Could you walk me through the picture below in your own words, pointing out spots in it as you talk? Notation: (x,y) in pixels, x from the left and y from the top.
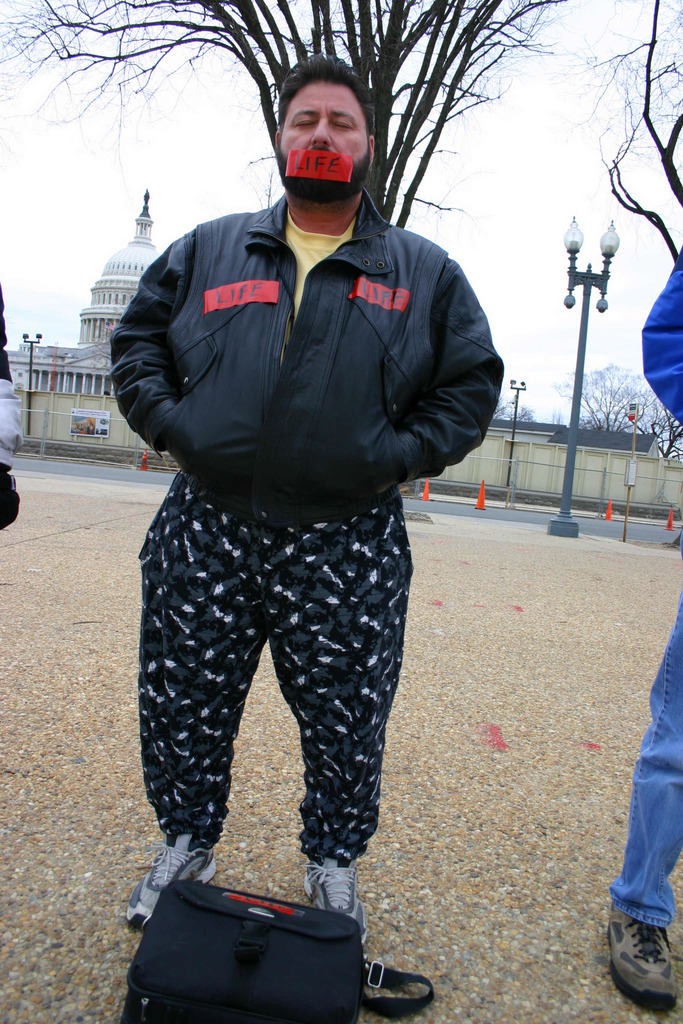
In this I can see a man (268,392) wearing black color jacket (329,340), closing his eyes (304,123) and standing on the road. In front of this man (332,368) I can see a black color bag (249,948) on the road (123,964). On the right side (646,850), I can see another person (641,842) is also standing. In the background (99,331) there is a building (89,323) and trees (460,68) and also I can see a road (527,515). On both sides of the road (585,522) there are some poles (568,501). On the top of the image (131,176) I can see the sky (63,156).
